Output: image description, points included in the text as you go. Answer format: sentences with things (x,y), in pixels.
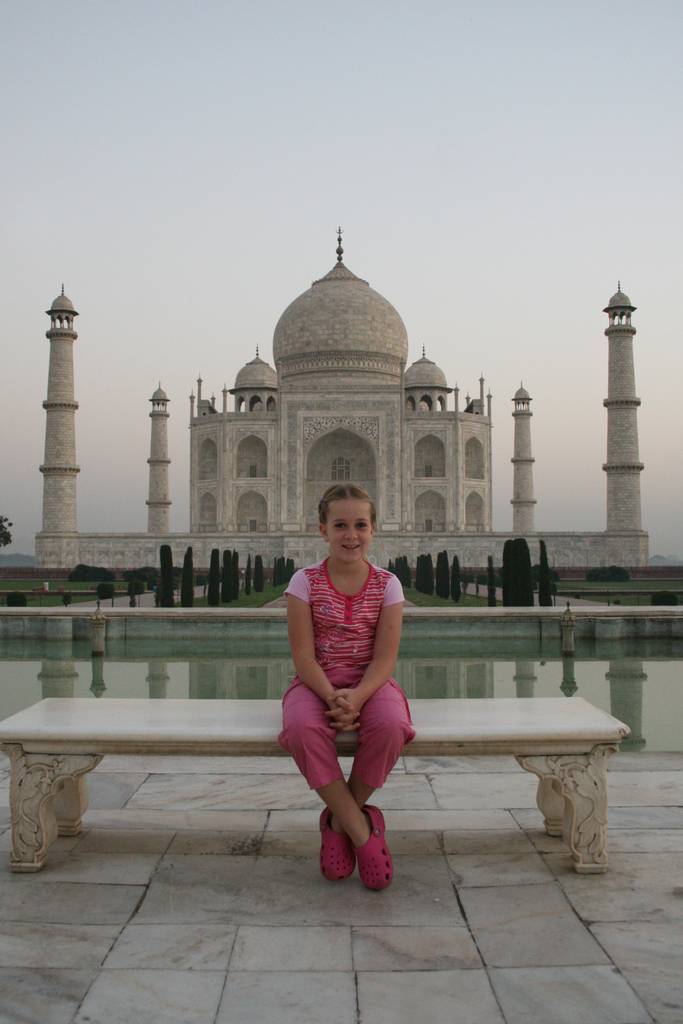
In this picture we can see a girl (358,634) in the pink dress (322,777) is sitting on a bench (350,743) and behind the girl (340,639) there is water (225,653), trees (426,569), Taj Mahal (267,489) and a sky (410,86).
